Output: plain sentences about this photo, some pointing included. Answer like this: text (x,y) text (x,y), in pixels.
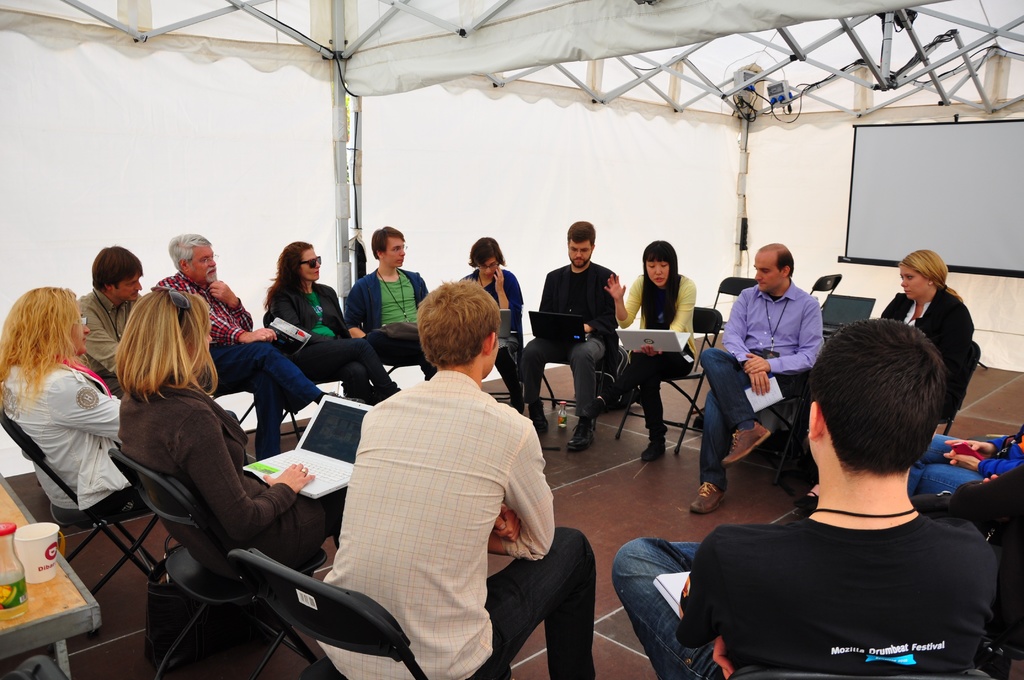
In the picture we can see the people (469,408) are sitting on the chairs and some are holding laptops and one woman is talking something and behind them we can see some chairs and a screen (1010,246) to the wall (453,238) and to the ceiling (298,13) we can see the rods (914,29).
